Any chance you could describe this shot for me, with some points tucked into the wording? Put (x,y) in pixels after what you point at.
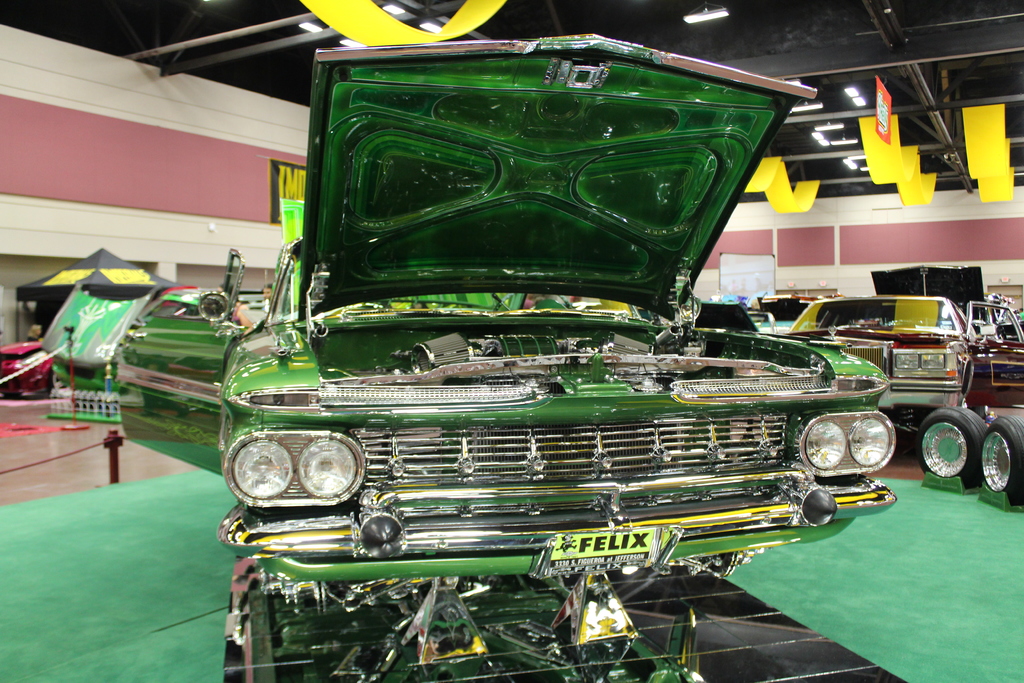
In front of the image there are vehicles (307,419). On the left side of the image (15,300) there is a tent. At the bottom of the image (59,522) there is a mat (161,492) on the floor (64,436). In the background of the image (11,230) there is a board (729,272) and a wall (58,241). On top of the image (971,43) there are lights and a few other objects (883,116).
